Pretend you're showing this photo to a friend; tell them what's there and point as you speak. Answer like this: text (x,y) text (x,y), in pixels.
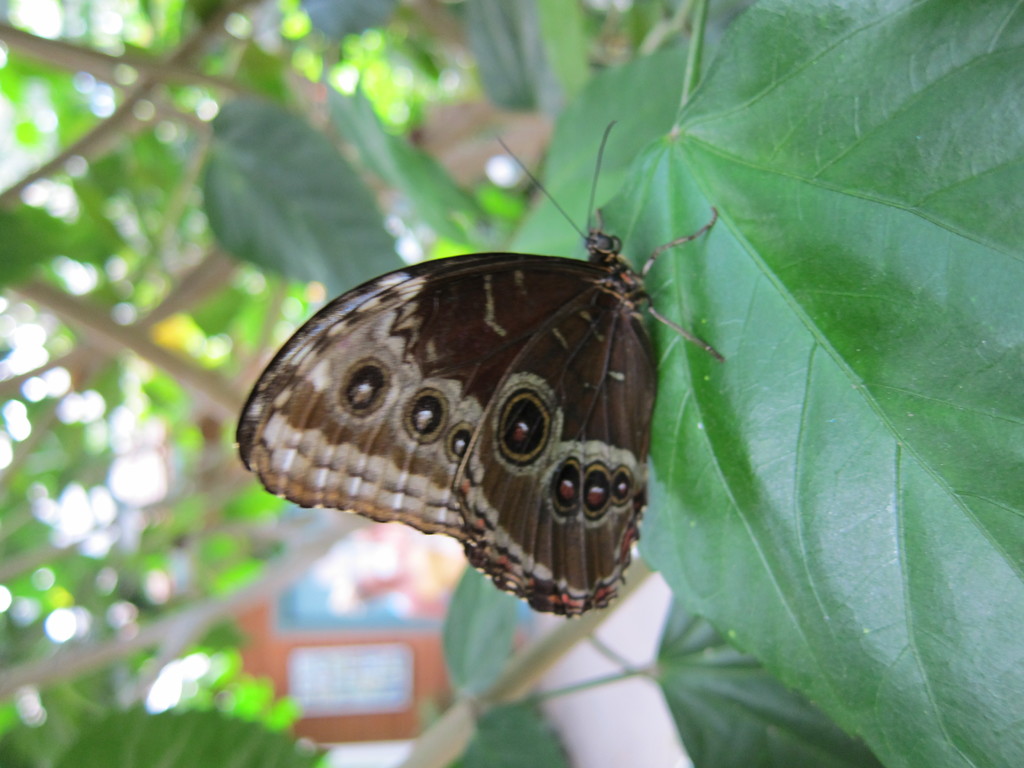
In this picture I can observe a butterfly (566,379) on the leaf (674,331) of a tree (719,377). This butterfly (537,370) is in brown color. The background (153,241) is blurred.
